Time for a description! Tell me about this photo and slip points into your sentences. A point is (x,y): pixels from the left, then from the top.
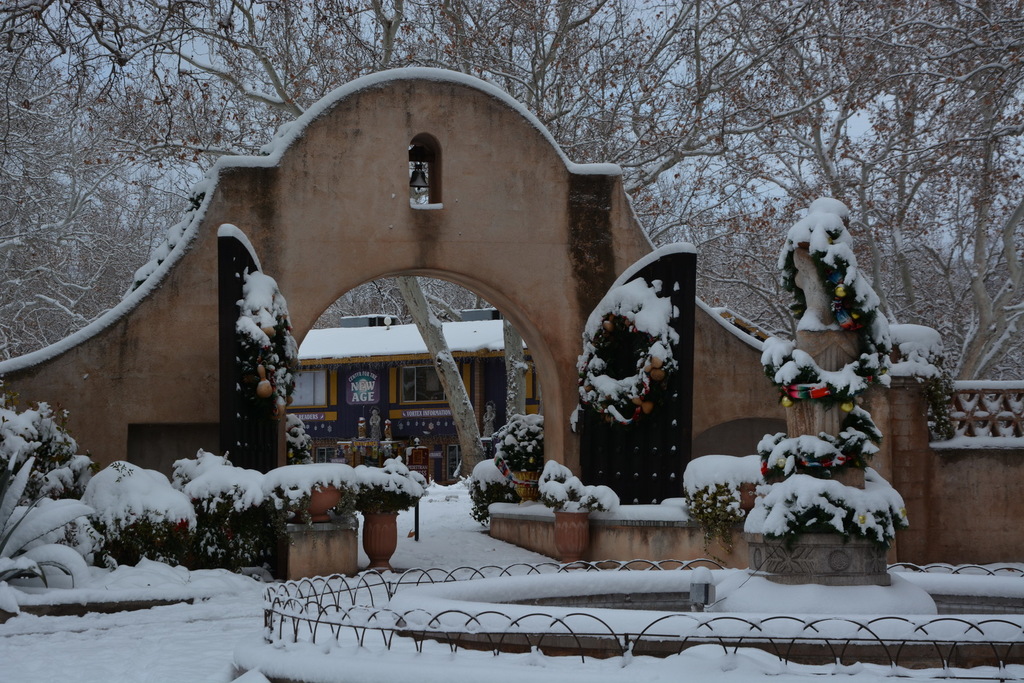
In this image there is an arch (515,150) having a bell (417,177) in it. Before arch (434,168) there are few pots (377,518) having plants (388,481) which are covered with snow (518,430). Behind arch (468,234) there are few trees (455,401) and a building (352,346). Bottom of image (313,619) there is a fence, in it there is a statue (809,448). Top of image (83,158) there are few trees (884,31). Left side (25,468) there are few plants (126,502) which are covered with snow (71,482).
